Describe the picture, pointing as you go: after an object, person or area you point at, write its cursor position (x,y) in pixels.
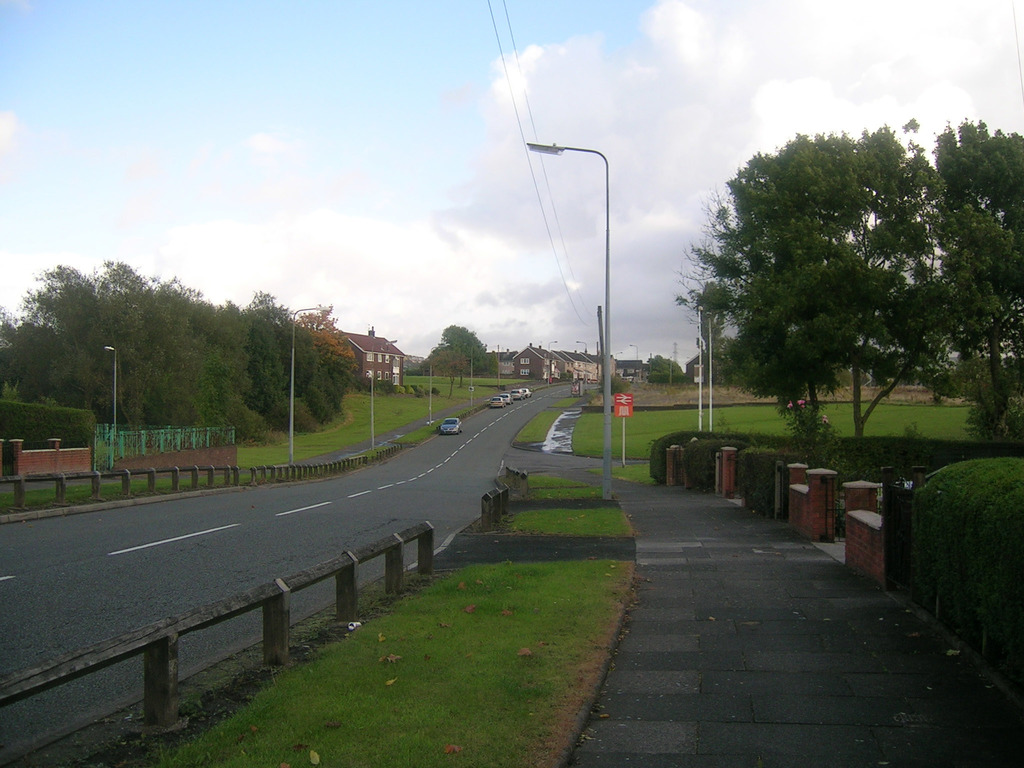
In this picture I can see the vehicles (512,392) on the road (399,485). I can see the walkway (695,615) on the left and right side (709,584). I can see trees (304,419). I can see green grass (517,580). I can see houses (356,367). I can see electric wires (526,142). I can see light pole (538,145). I can see clouds (525,170) in the sky (455,135).
